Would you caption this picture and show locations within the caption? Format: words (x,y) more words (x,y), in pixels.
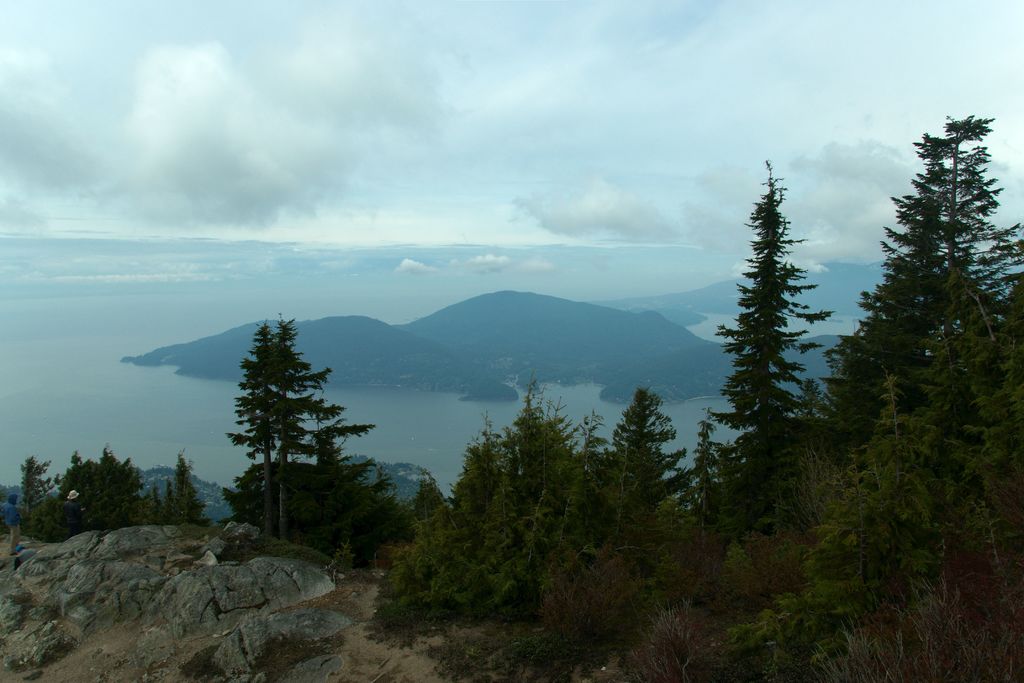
In this image we can see sky (223,192) with clouds (576,193), water (136,351), hills (534,349), trees (703,447), plants (581,546), ground (376,665), bushes (599,632) and rocks (162,623). There is a person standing on the ground (77,554).
